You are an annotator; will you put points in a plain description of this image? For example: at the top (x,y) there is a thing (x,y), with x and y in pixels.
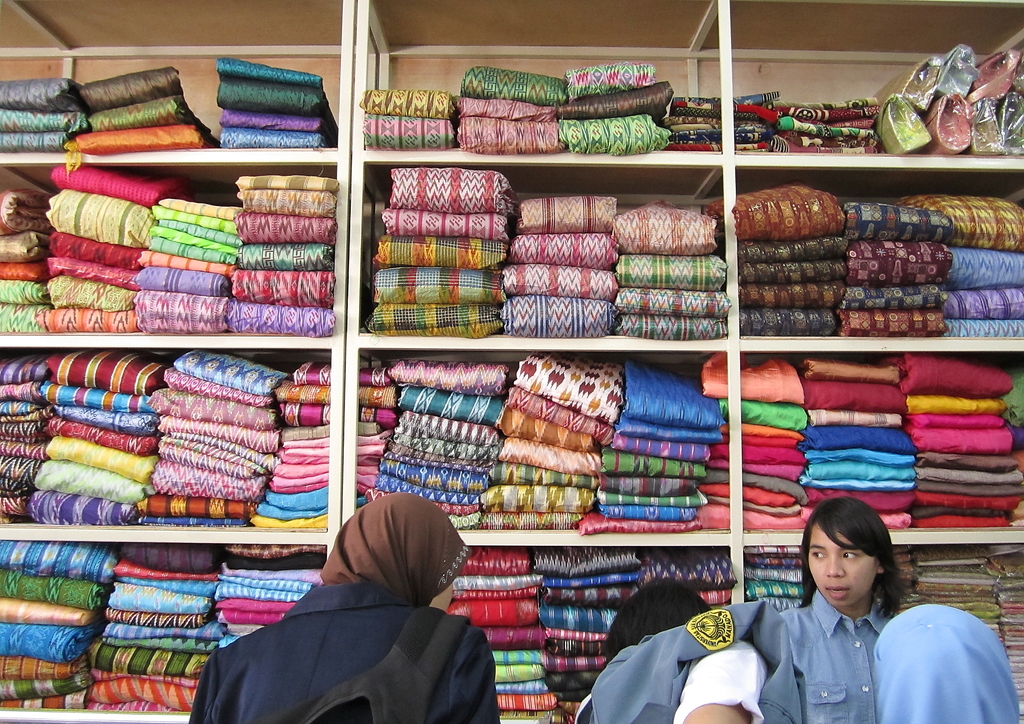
At the bottom (970,644) there are few people (669,670). At the back of these people (449,658) there are many folded clothes (239,241) arranged in the racks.
